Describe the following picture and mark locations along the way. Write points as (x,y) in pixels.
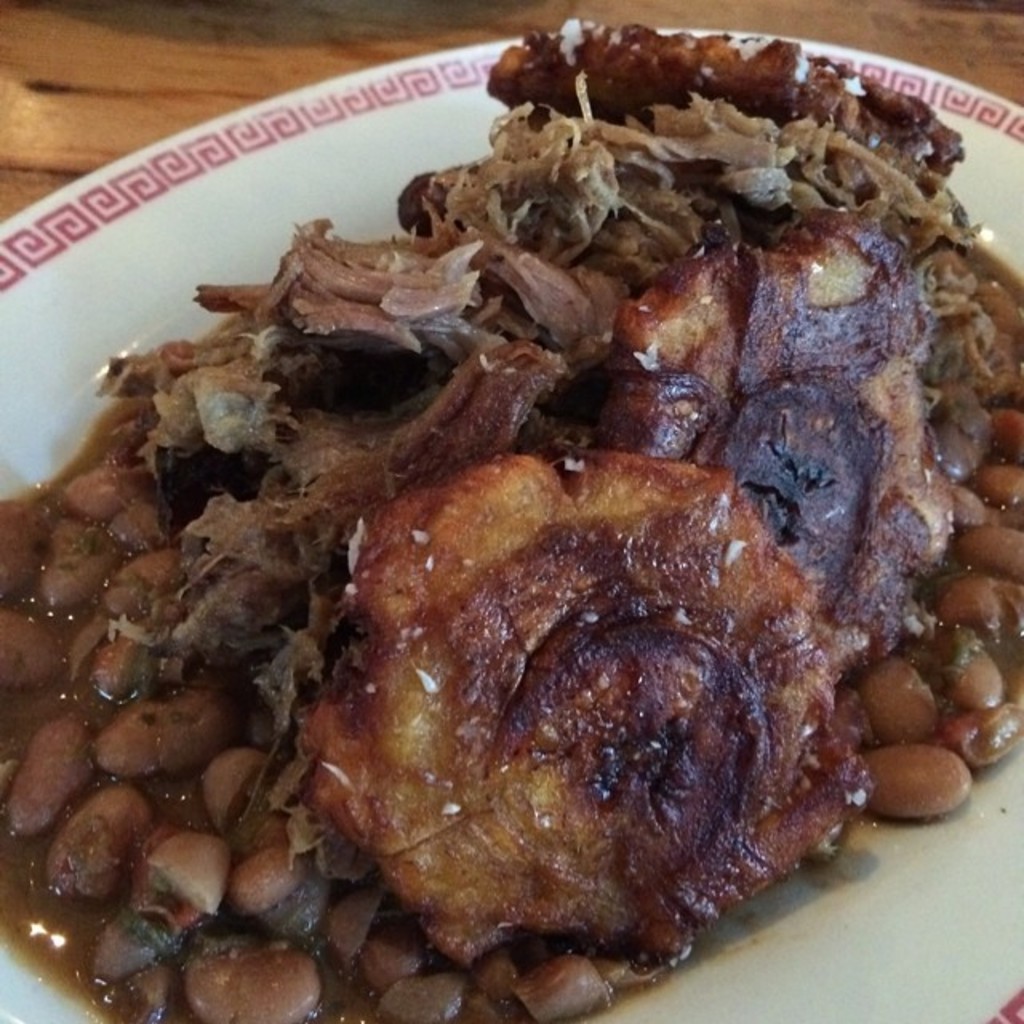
In this picture there is food (477,329) on the white plate (318,199). At the top (233,51) it looks like a table (192,42).
